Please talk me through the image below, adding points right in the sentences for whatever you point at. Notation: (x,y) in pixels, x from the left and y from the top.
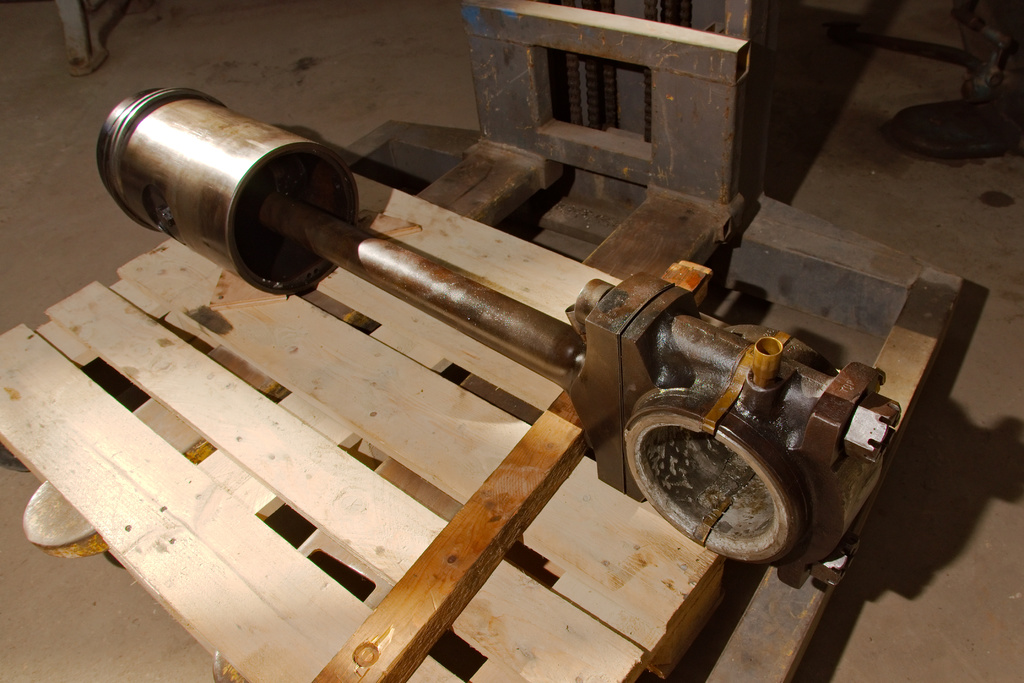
In this image we can see one looks like a machine (809,534) in the middle of the image (631,400), two objects (91,38) on the top right (925,112) and left side of the image (84,27).
